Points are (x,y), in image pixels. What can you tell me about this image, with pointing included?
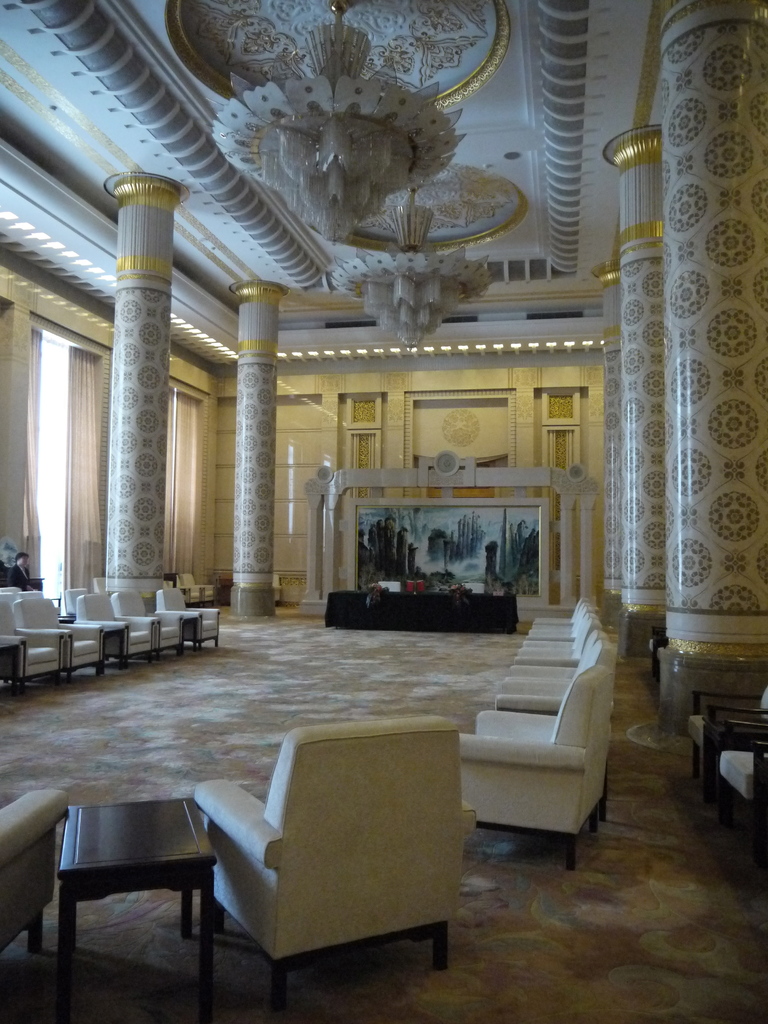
The picture is taken in a hall (45,592). In the foreground of picture (348,736) there are couches (406,809), table (154,825), chairs (83,635), and a mat (219,767). In the center of the picture (408,596) there are chairs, table (502,601) and a painting (395,532) to the wall (374,495). On the left (5,601) there are pillars (244,601), person (27,575) and chair (190,586), curtains (91,438) and windows (45,433). On the right (665,420) there are pillars (641,417). At the top (320,178) there are chandeliers (375,176).
